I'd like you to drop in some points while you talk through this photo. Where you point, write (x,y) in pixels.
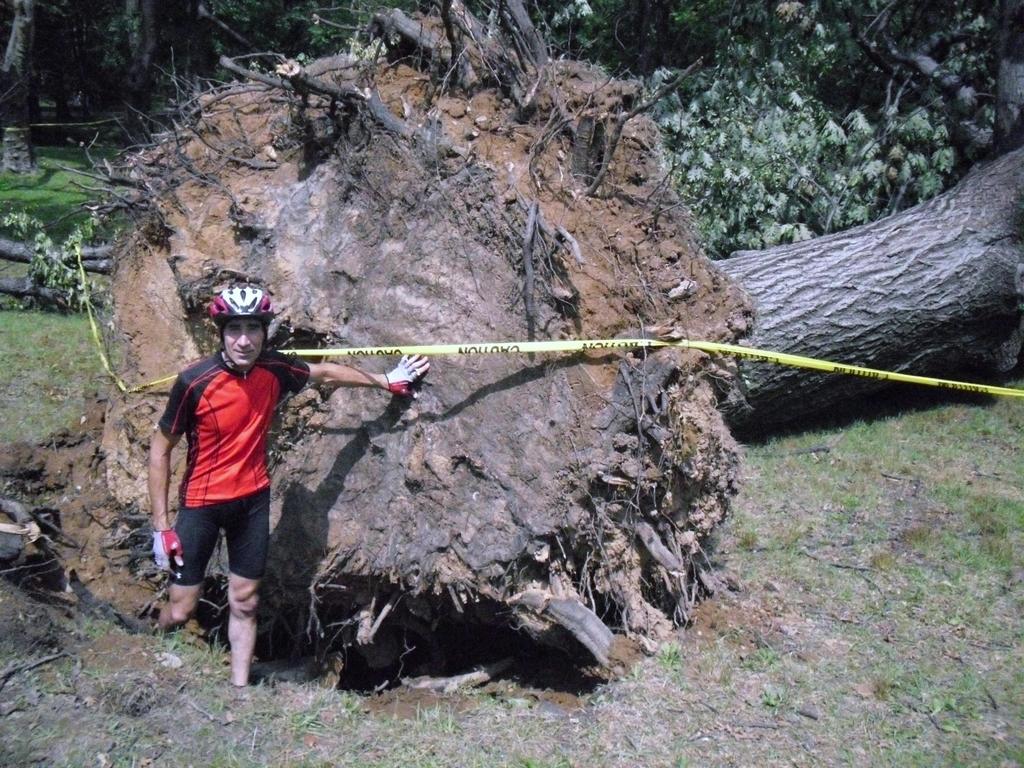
In the foreground of this image (226,529), there is a man (226,529) standing and also a tree (709,317) on the ground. In the background (167,36), there are trees (211,57).
